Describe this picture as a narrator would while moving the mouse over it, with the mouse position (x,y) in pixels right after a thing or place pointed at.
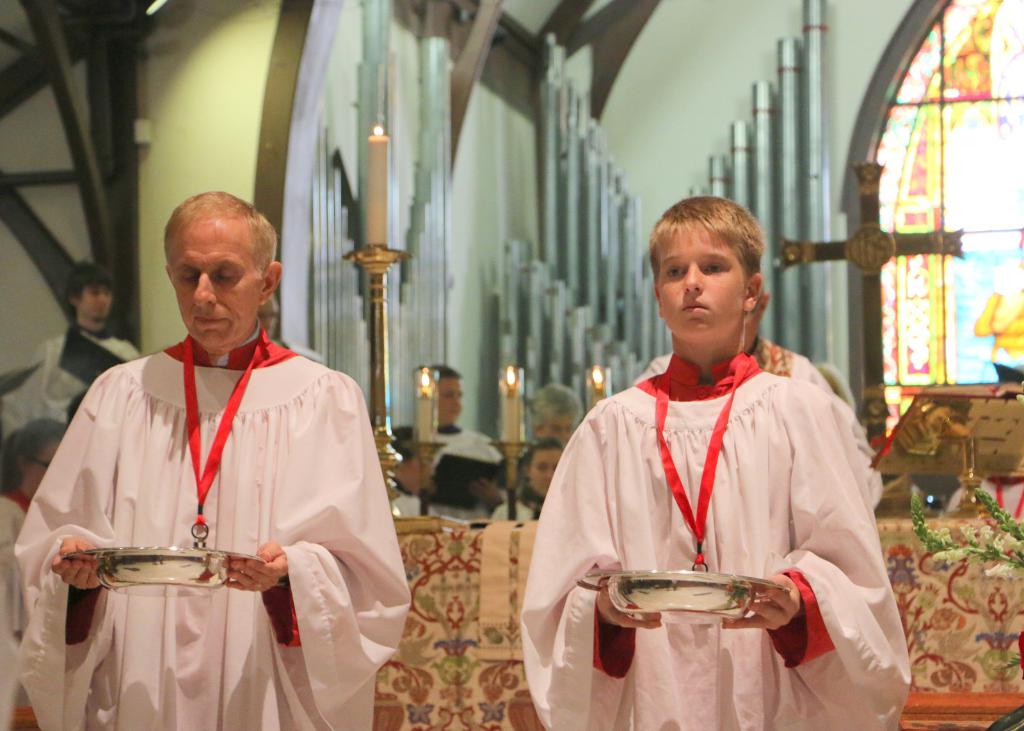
In this we can see two persons (228,612) are holding plates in their hands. In the background (336,141) we can see wall (473,303), candles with flames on the stands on the platform (396,701), wall (186,169), designs (886,286) on the window glass (999,195), plant (990,550) on the right side (990,568) and objects (942,402).
